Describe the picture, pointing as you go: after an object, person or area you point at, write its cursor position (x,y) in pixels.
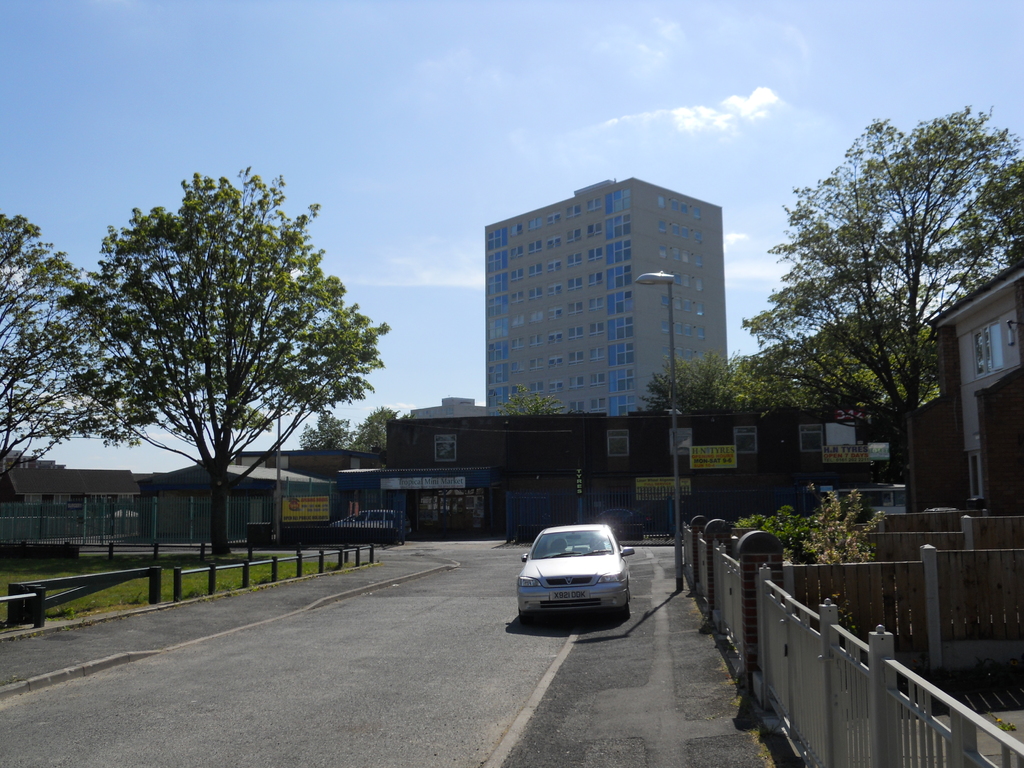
In the center of the image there is a road (476,560) on which there is a car (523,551). In the background of the image (501,485) there are buildings (487,323). There are trees (1013,187).
